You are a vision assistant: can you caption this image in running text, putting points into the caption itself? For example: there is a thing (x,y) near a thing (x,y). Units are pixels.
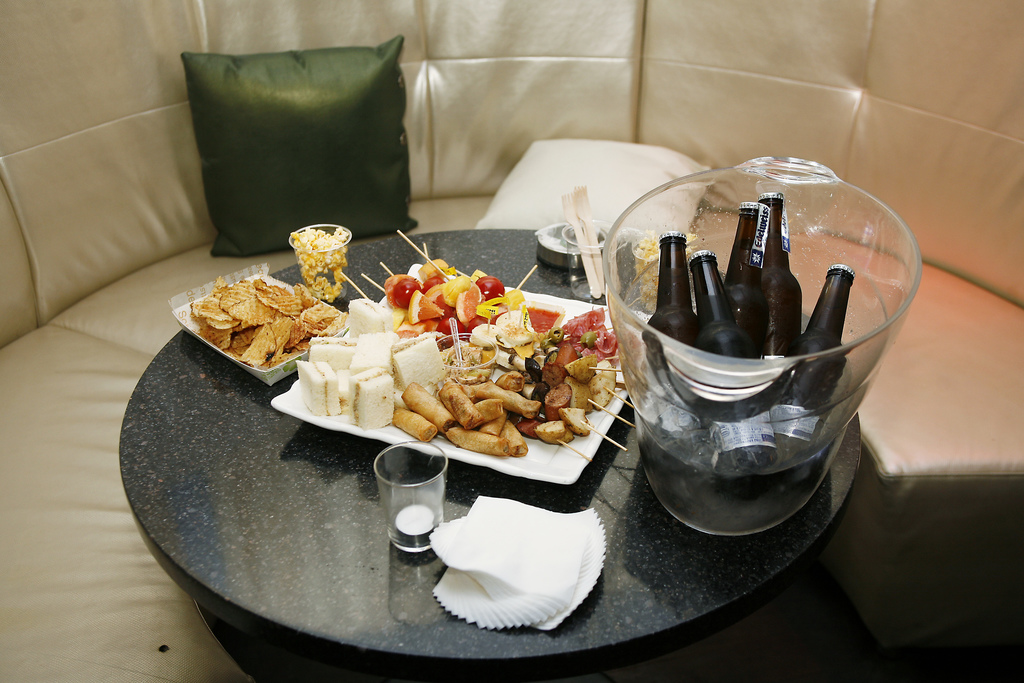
In this image there is a food (360,352), bread (351,371) in plate (521,459), pop corn (336,266) in glass (317,290), chips (301,308) in plate (290,374), tissues (451,535), glass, drinks (738,335) in a glass jar (807,471), spoons (598,257) in a glass (598,256), arranged in a table (190,444) and in back ground (910,218) there is a couch (6,30) and 2 pillows (355,206).
